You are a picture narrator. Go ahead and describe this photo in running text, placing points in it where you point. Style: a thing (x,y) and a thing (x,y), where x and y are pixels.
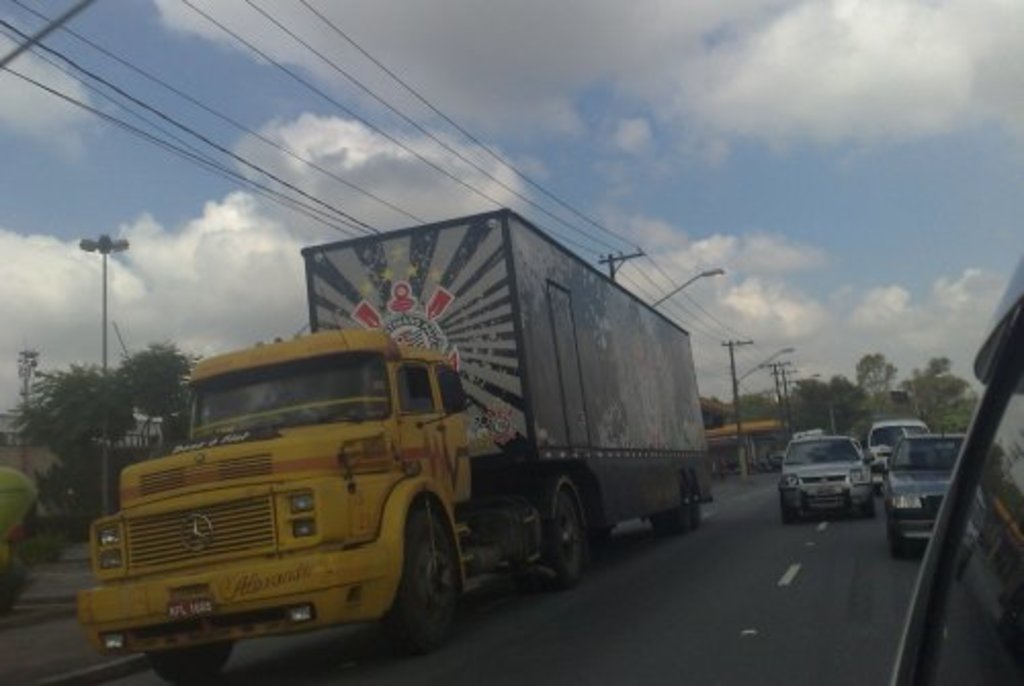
In this image at the bottom (590,606) there is a road (892,625), on the road (878,510) there are some cars (804,474) and one truck (504,516). On the left side (44,440) there are some trees (159,367) and poles (107,447), in the center (608,248) there are some trees (846,394), poles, lights (750,375) and some wires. And on the top of the image (529,142) there is sky (466,99).
